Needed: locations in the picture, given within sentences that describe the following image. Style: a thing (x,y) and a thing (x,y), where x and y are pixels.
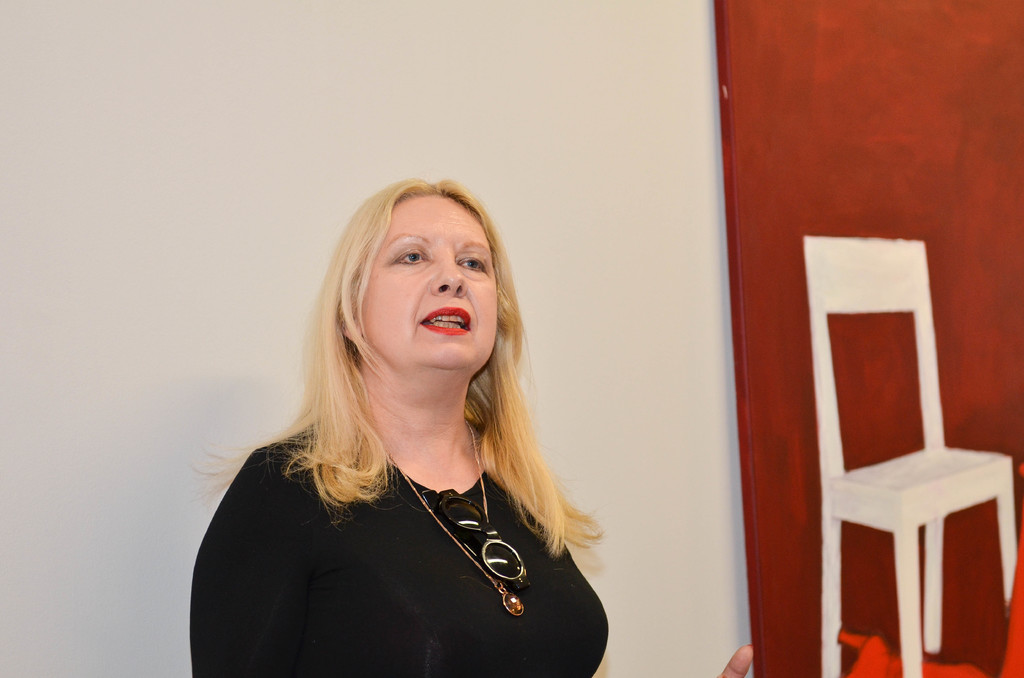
In this image i can see on the right (880,480) there is a chair (912,507) with white color and on the middle (347,290) a woman (327,574) wearing a black color shirt (245,573) and wearing a chain (447,530) on her neck (408,454) and with blonde and straightening hair (346,368).
